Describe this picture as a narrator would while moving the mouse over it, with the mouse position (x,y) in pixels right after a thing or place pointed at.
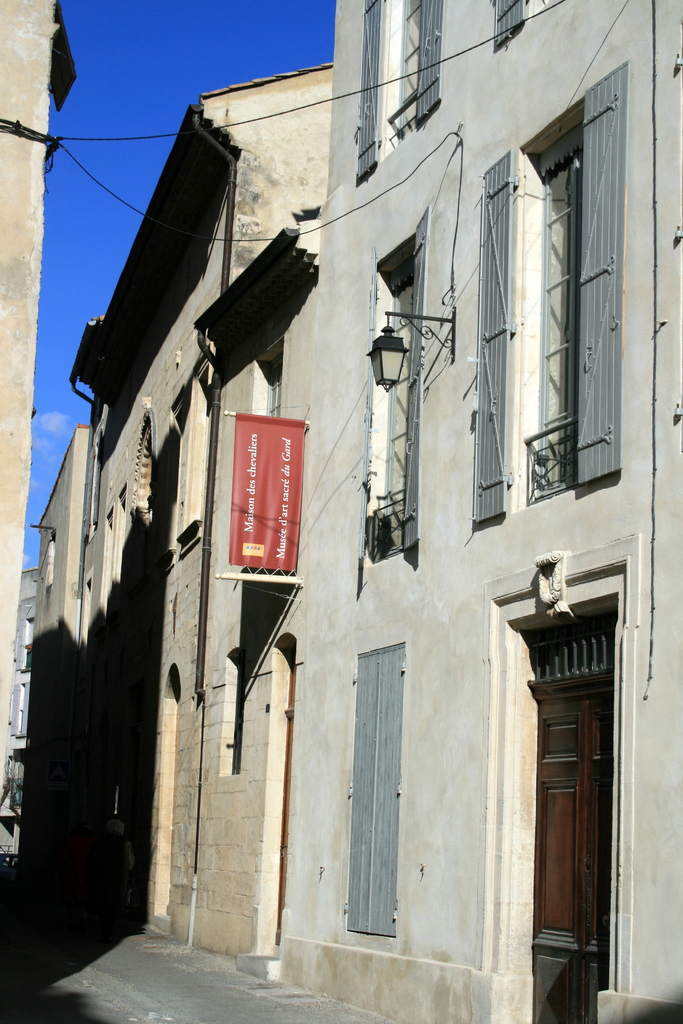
In this image we can see a few buildings (419,500), there is a light (389,368), banner (256,565) and wires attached to the building (344,541) and sky (115,260) in the background (162,38).
